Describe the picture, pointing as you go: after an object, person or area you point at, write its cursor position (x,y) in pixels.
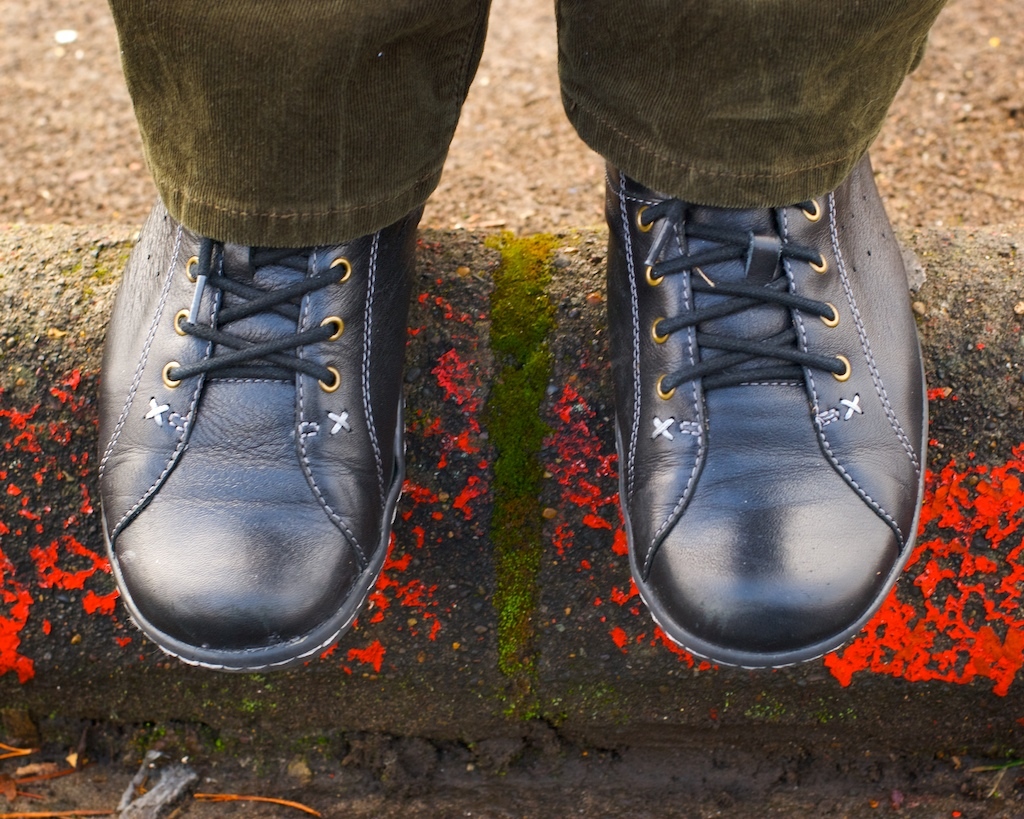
We can see green color pant (329,150) and black color shoes (356,427). On the foreground (220,690) we can see mud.
